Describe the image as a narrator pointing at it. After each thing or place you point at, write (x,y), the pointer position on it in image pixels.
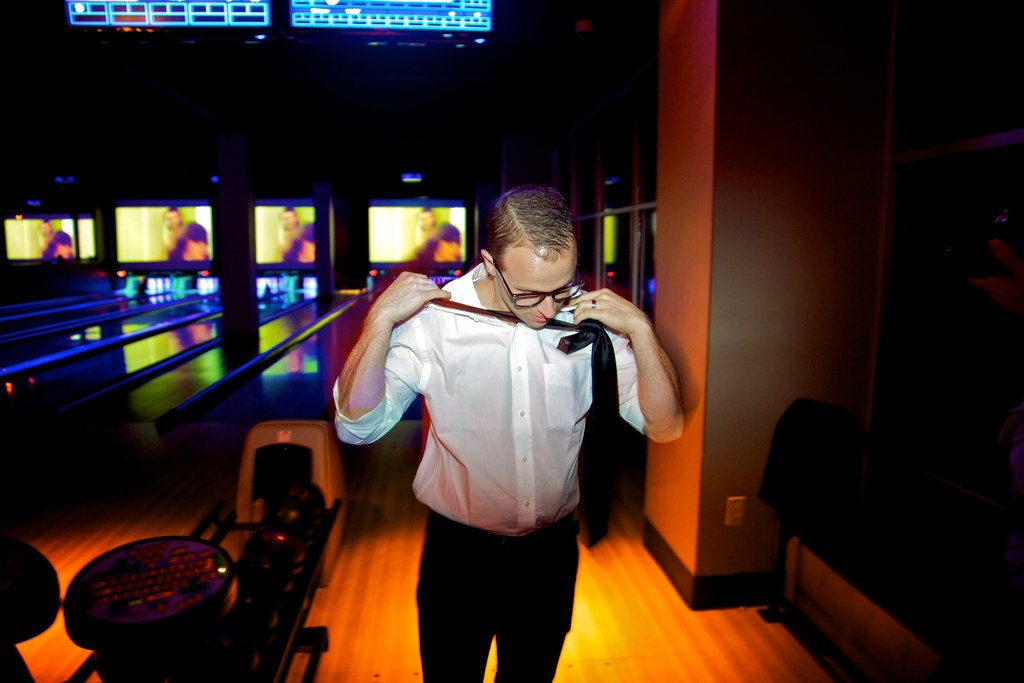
In the center of the image (569,410) we can see one person (556,425) is standing. And he is wearing glasses (577,285) and he is in a white shirt (524,413). In the background (735,261) there is a wall (756,325), stool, switchboard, rods (893,38), screens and a few other objects (139,620).
